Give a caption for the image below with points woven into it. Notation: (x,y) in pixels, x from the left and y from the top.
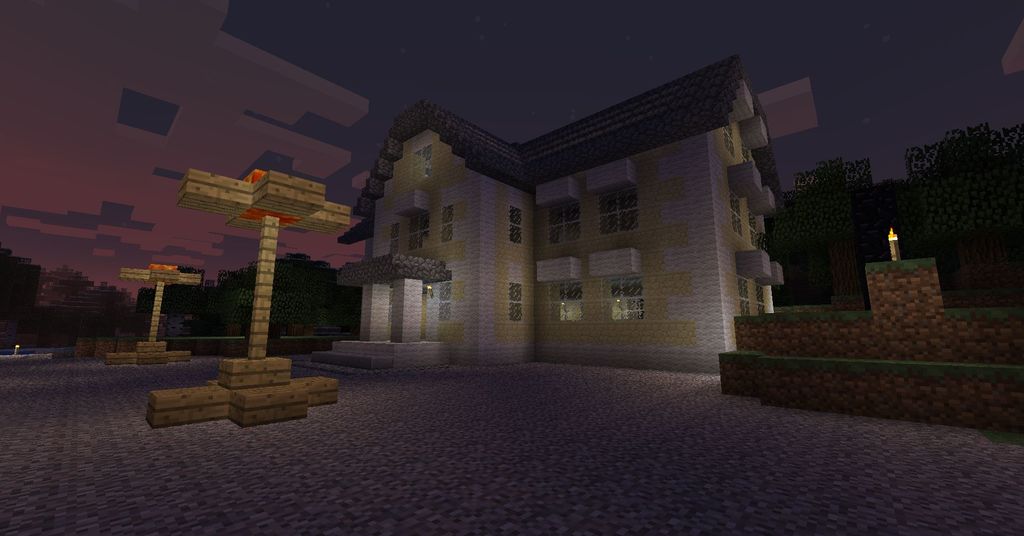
In this image we can see the building (504,183) and windows (512,299). And this is an animated image. And we can see the wall (699,317), trees (797,239) and floor (378,390). And we can see two objects (191,281) on the left side (315,390).
